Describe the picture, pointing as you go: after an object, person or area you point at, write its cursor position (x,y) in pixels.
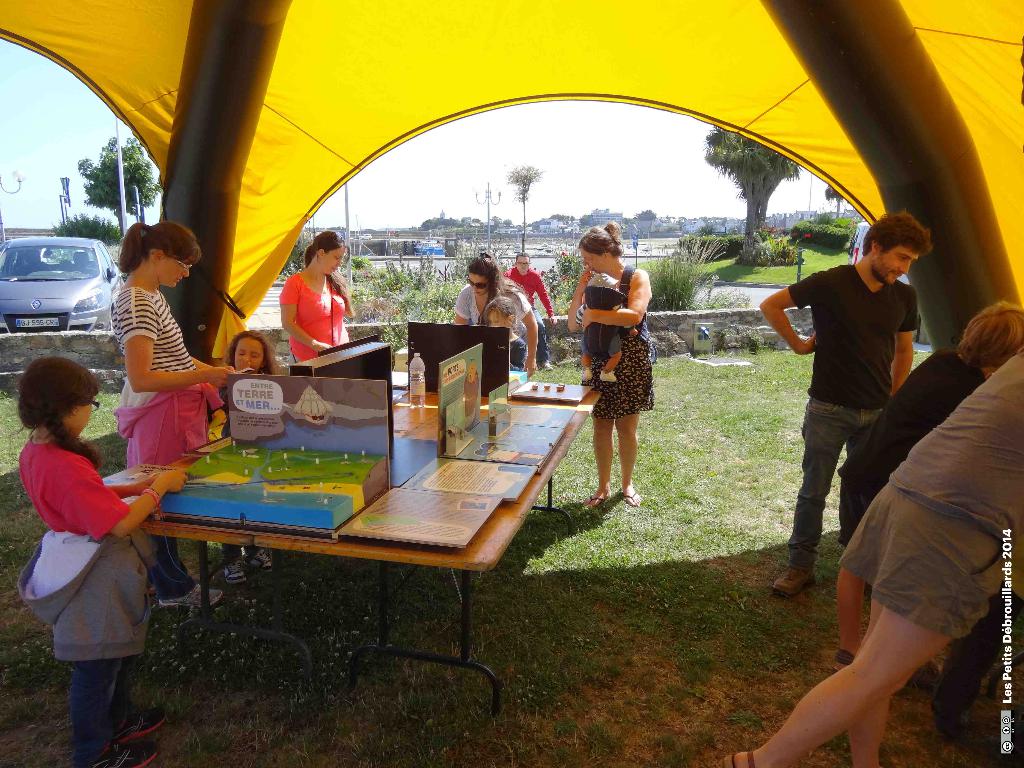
In the image there are some people (854,416) under a tent (478,50). In the middle (444,450) there is a table (434,420) with cardboard (468,473), boxes (425,354), bottle (416,386). it seems to be of outdoor area. On left side (58,291) there is a car (61,291) parked. In front there are trees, pole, road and above its sky (79,150).
